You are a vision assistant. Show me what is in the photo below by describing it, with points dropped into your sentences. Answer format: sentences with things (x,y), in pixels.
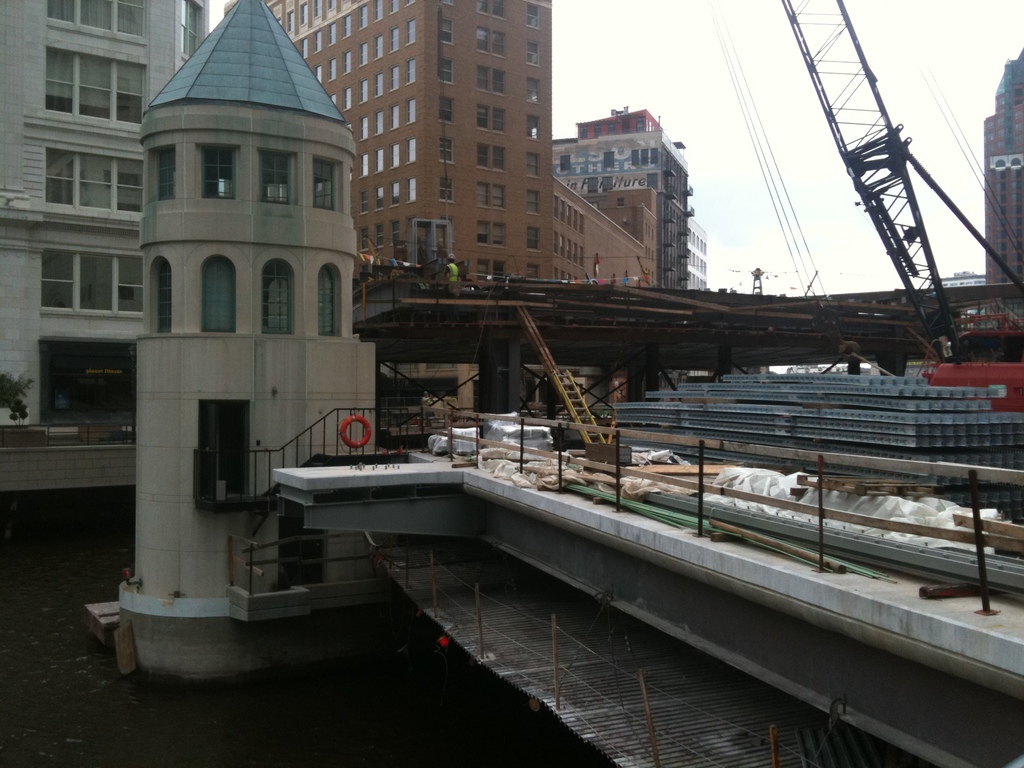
In this image I can see some buildings (338,169) from the center of the image (679,276) I can see materials (513,412) for the construction on the right hand side (796,469) with some wooden items (848,484), some metal bars (819,394), sheets (940,499) and a crane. I can see a metal platform (509,671) at the bottom of the image (434,652) with a dark background. In the top right corner (723,121), I can see the sky (706,125).
